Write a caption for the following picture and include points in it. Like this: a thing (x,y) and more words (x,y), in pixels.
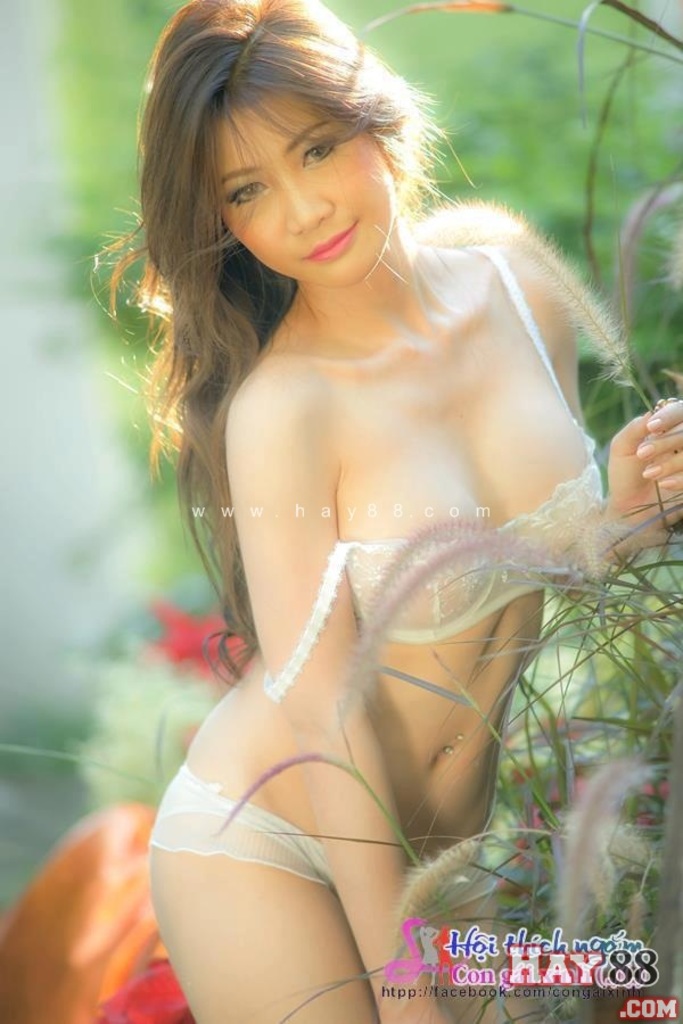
In this image in the foreground (305,209) there is one woman (342,611) who is standing and she is holding some plants (594,580), and on the right side (587,715) there are some plants (546,761) and the background (491,113) is blurred.
